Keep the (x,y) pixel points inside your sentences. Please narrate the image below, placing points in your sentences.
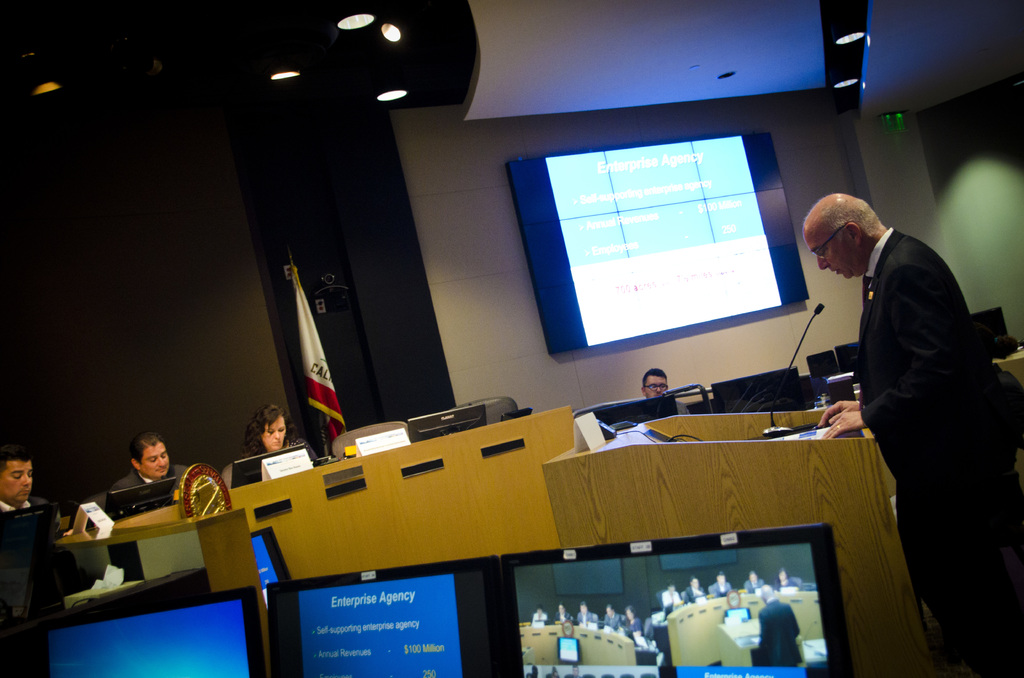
In this image we can see monitors (470,662), podium (607,471), name boards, and a flag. There is a man (862,423) standing in front of a mike (784,434) and we can see four persons (653,375) are sitting on the chairs (337,452). In the background (668,348) we can see a screen (739,162), wall (413,244), and lights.
